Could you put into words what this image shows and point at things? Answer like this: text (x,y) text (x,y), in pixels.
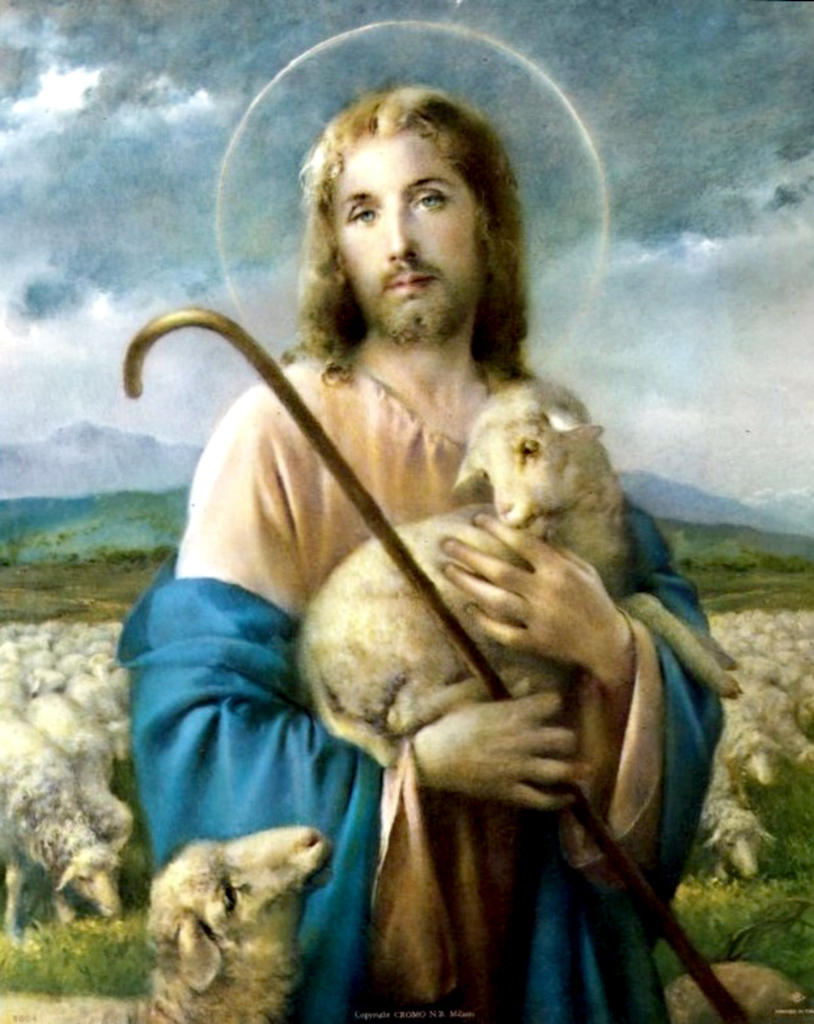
In this picture we can see a person (304,689) holding a sheep (312,634) and a wooden stick (249,353) in his hands (498,568). Some grass (9,987) is visible on the ground (761,929). We can see some greenery (718,568) and mountains (27,503) in the background (70,462). Sky (33,174) is cloudy.
